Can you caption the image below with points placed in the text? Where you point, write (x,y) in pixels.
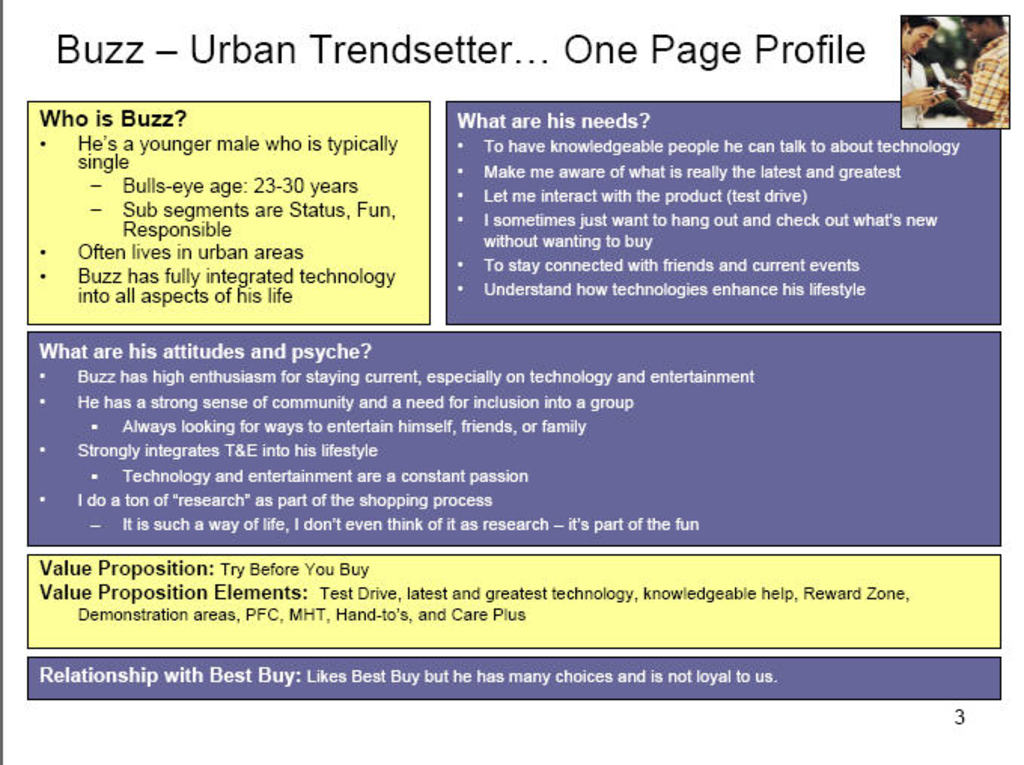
In this image I can see an article (530,306). To the top of the article (688,96) I can see two people (909,122) with different color dresses (994,70) and they are holding something.
